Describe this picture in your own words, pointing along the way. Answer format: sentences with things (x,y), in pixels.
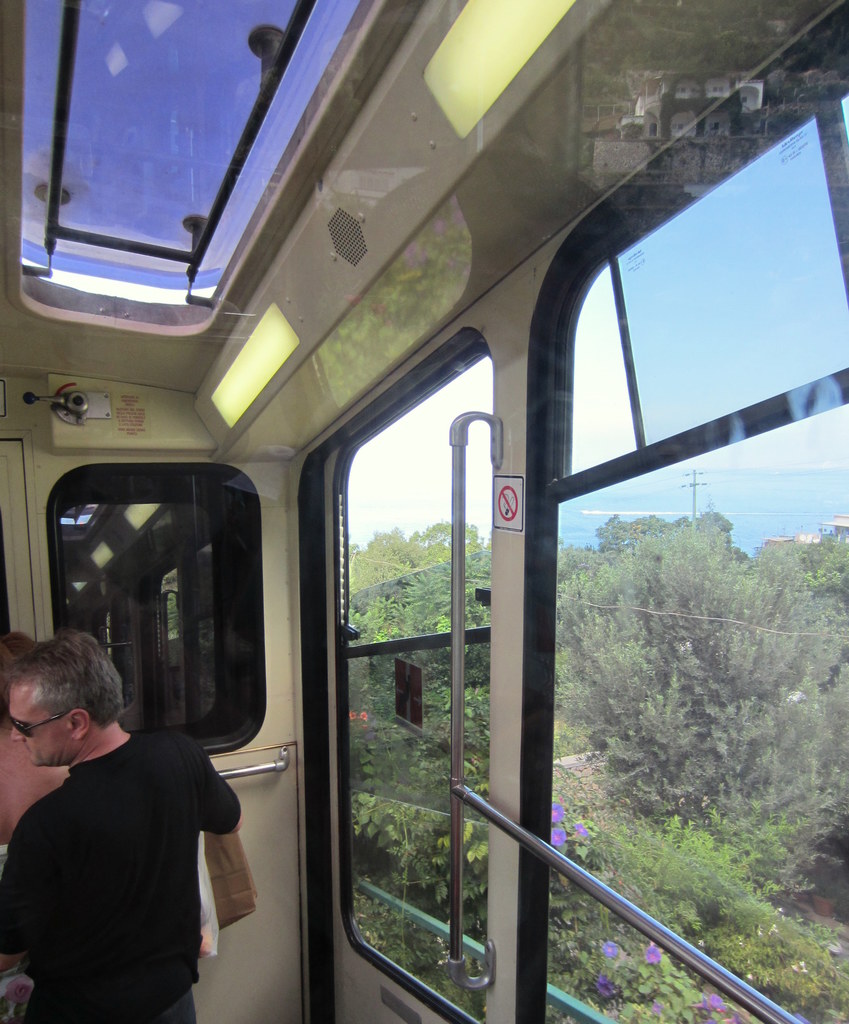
In this image, I can see two people (92,825) standing. I think this picture was taken in the vehicle (535,353). These are the glass doors (443,820). I can see the handles (460,816). I can see the trees (683,593), sky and a pole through the glass door (621,730).
